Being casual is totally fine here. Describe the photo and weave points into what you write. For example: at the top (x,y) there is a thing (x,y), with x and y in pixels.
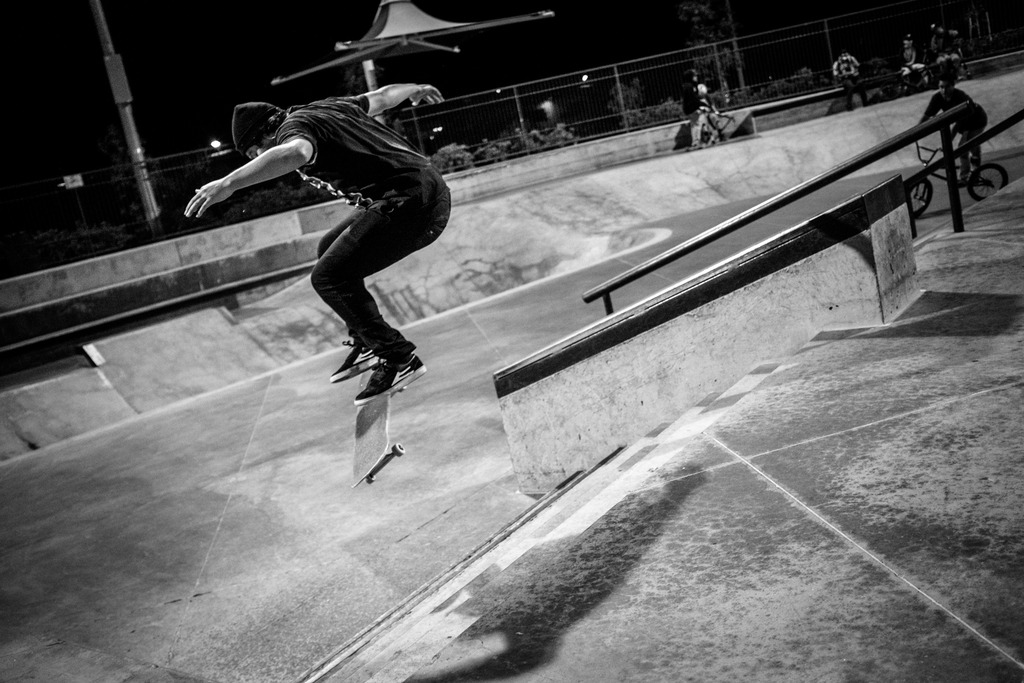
In the image we can see a person (372,199) wearing clothes (374,269), shoes (376,359) and a cap (250,140). This is a skateboard (376,426), road (252,481), bicycle (925,181), plant (564,140), pole (138,172) and tree (721,66), and the background (70,87) is dark. We can see there are even people (695,116) sitting.
